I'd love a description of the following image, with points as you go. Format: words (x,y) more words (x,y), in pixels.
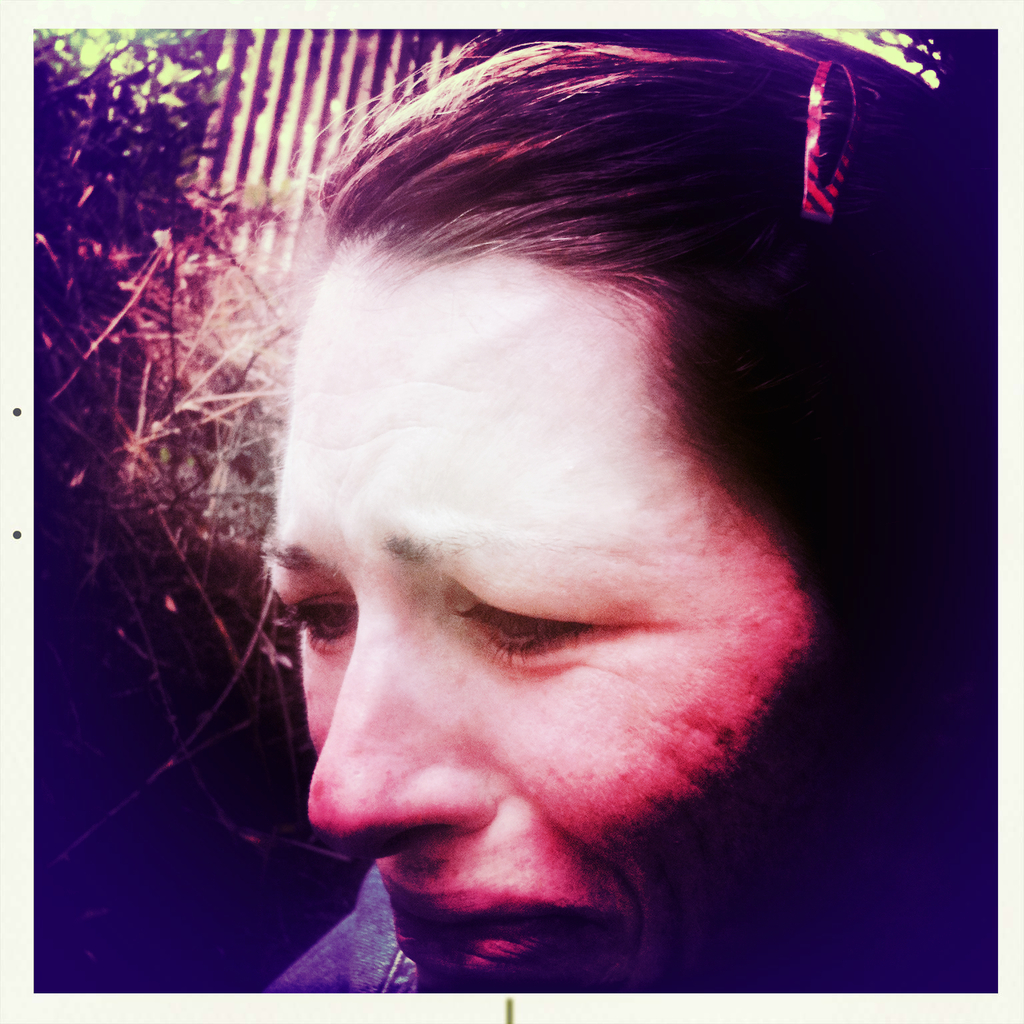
In the background (266,34) we can see the green leaves (186,32) and an object (348,79). In this picture we can see the branches (228,583) and a person (425,957) wearing a hair clip (810,156). it seems like the person (829,928) is crying.
